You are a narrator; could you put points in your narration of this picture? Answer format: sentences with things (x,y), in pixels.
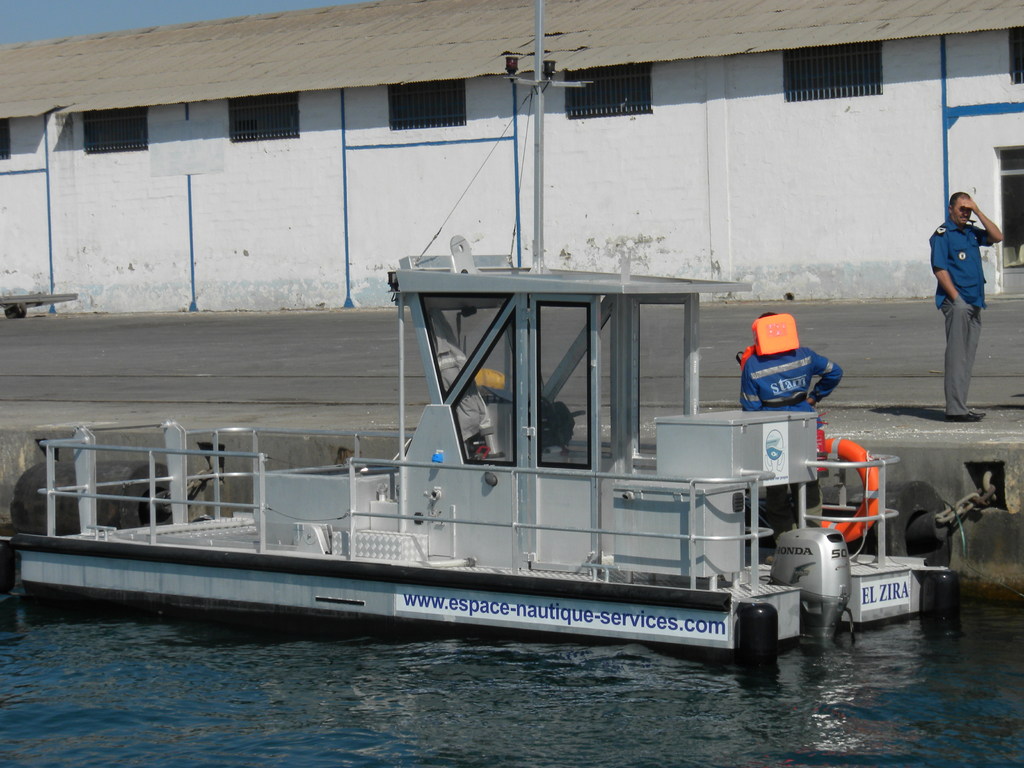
In this image there is water (562,687) and we can see a boat (515,609) on the water (729,748) and there are people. In the background (909,275) we can see a shed (360,188). At the top (193,16) there is sky (66,13).
